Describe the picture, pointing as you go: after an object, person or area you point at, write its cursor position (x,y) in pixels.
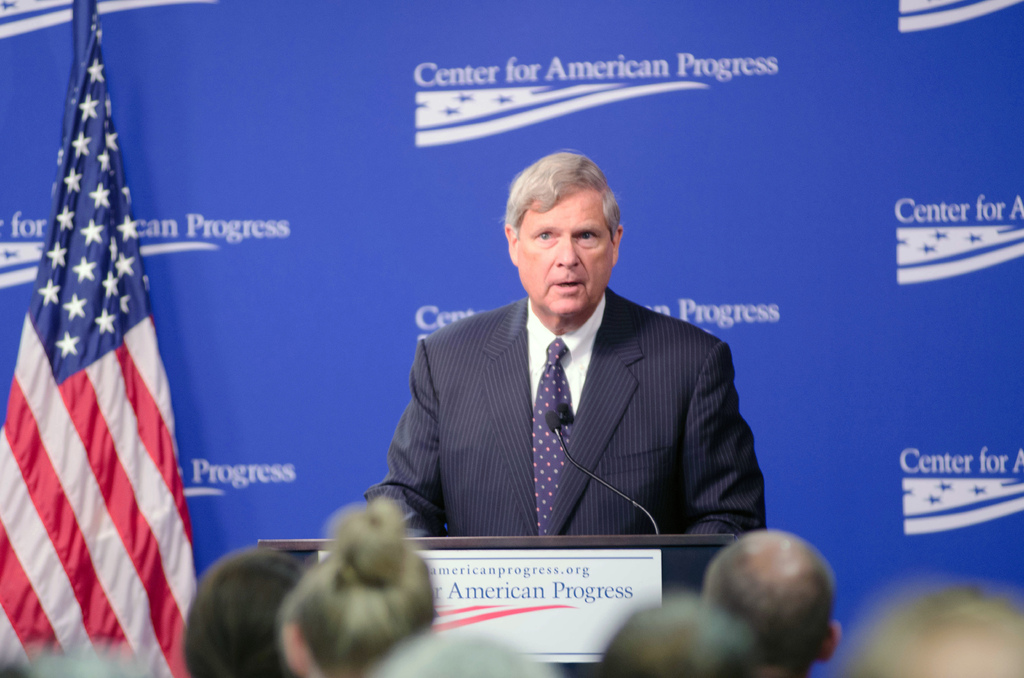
In this image there are people (406,632), in the background (506,336) there is a person (462,344) standing in front of a podium (669,542), on that podium (669,540) there is a mic (557,433) and there is some text (554,583) and there is a banner (17,32), on that banner (543,1) there is some text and there is a flag (72,463).
